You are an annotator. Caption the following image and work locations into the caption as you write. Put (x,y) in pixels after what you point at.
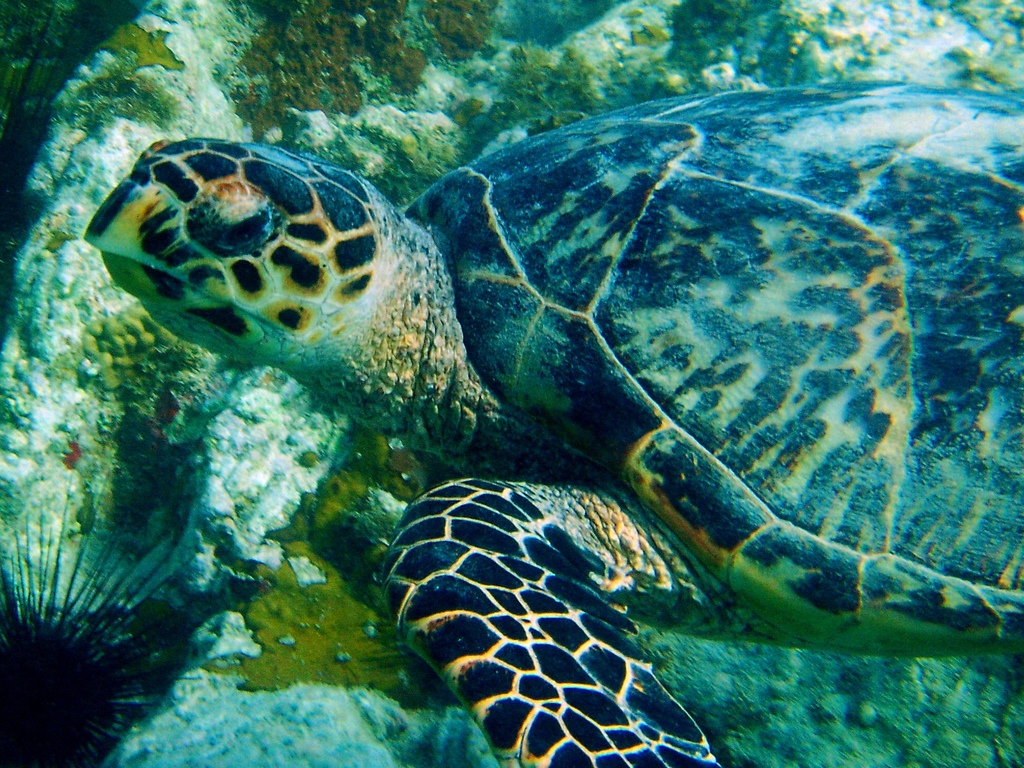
In this picture I can see a tortoise (544,501) in the water (416,486).
